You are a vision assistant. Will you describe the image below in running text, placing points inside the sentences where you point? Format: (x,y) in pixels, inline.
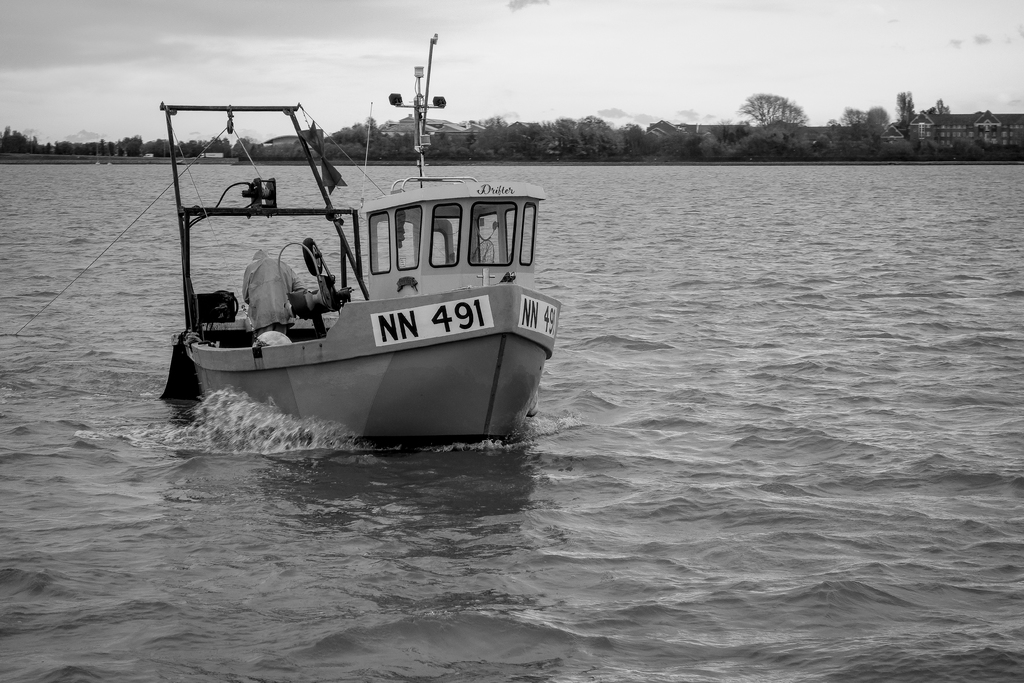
In this picture we can see water (628,555) at the bottom (573,542), there is a boat (317,359) in the front (311,357), we can see a person (284,293) in the boat (386,271), in the background (871,142) there are some trees (850,146), we can see the sky (716,62) at the top of the picture (765,62), it is a black and white image.
